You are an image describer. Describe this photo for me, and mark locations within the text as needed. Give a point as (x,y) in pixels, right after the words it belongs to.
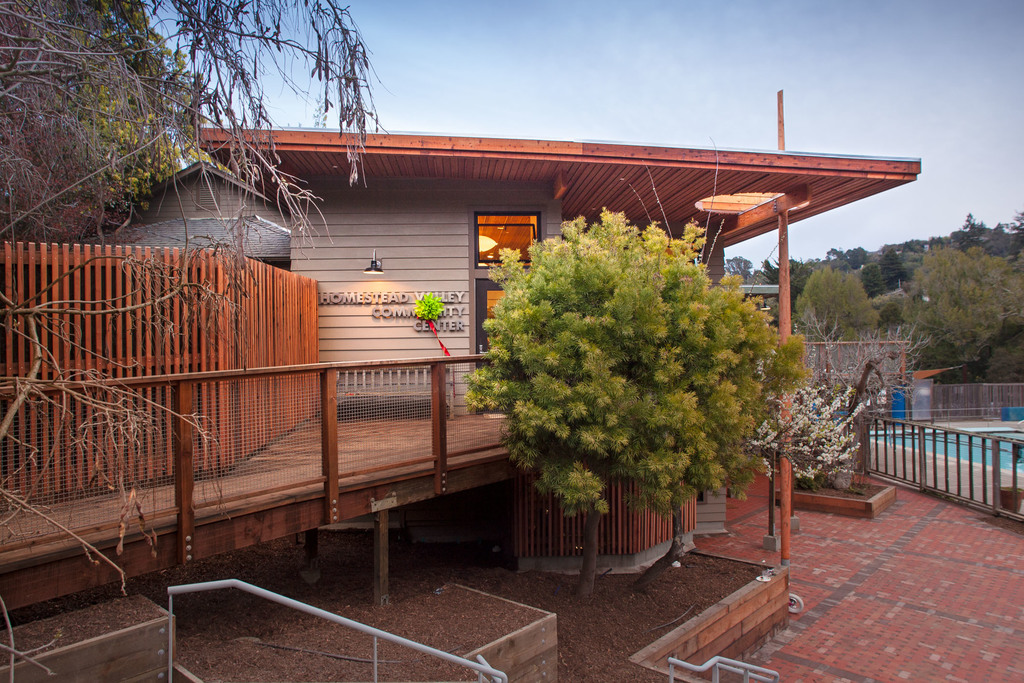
In this image there is a wooden house (333,291). In front of the house (612,502) there is a tree (598,467). There is text (392,308) on the house (387,311). There is a lamp (381,263) on the wall (421,241). There is a fence (290,423) in front of the house (396,250). To the right (984,471) there is a railing (924,451). Behind the railing (967,435) there is a swimming pool (981,431). In the background (925,279) there are trees (143,127). At the top (647,52) there is the sky (688,59).
